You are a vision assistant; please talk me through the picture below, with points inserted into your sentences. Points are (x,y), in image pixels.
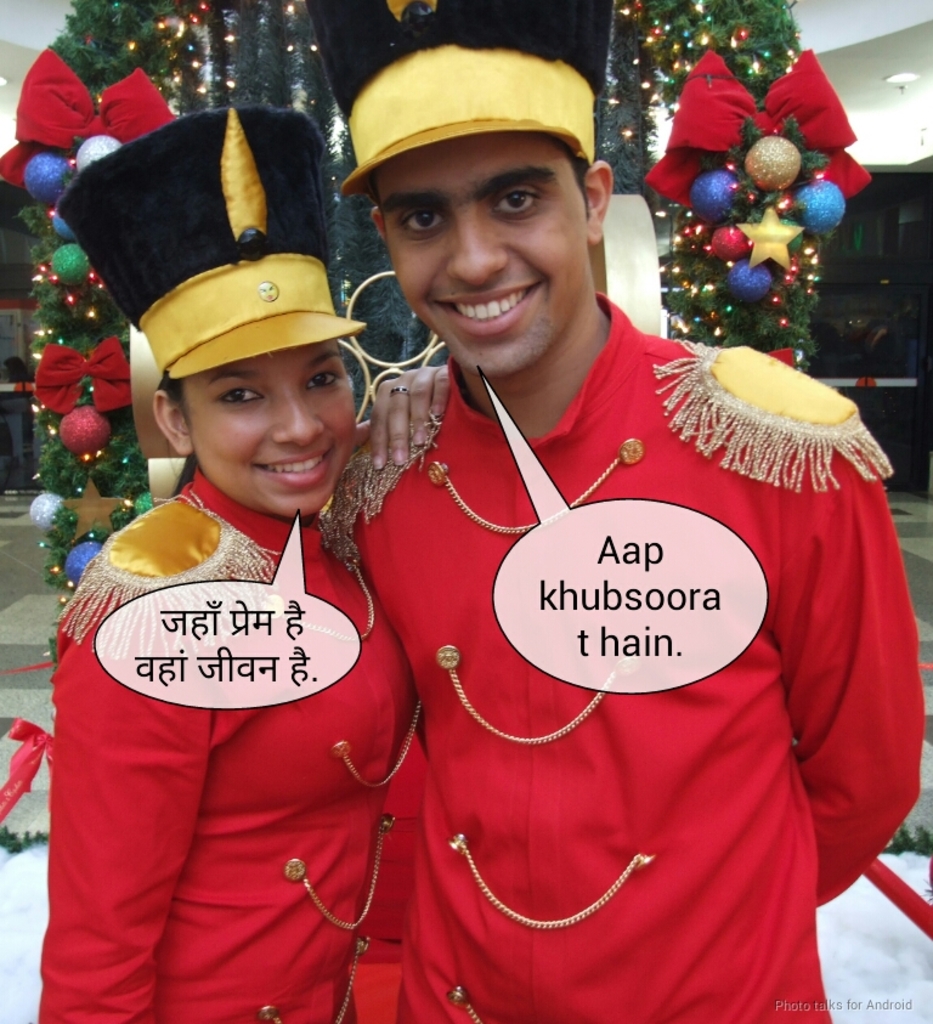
In this picture we can see a man (796,990) and a woman (295,386) wore caps (267,194) and standing and smiling and in the background (46,211) we can see a Christmas tree (109,125) with decorative items (786,90) on it, lights (678,46) and some objects (12,760).
